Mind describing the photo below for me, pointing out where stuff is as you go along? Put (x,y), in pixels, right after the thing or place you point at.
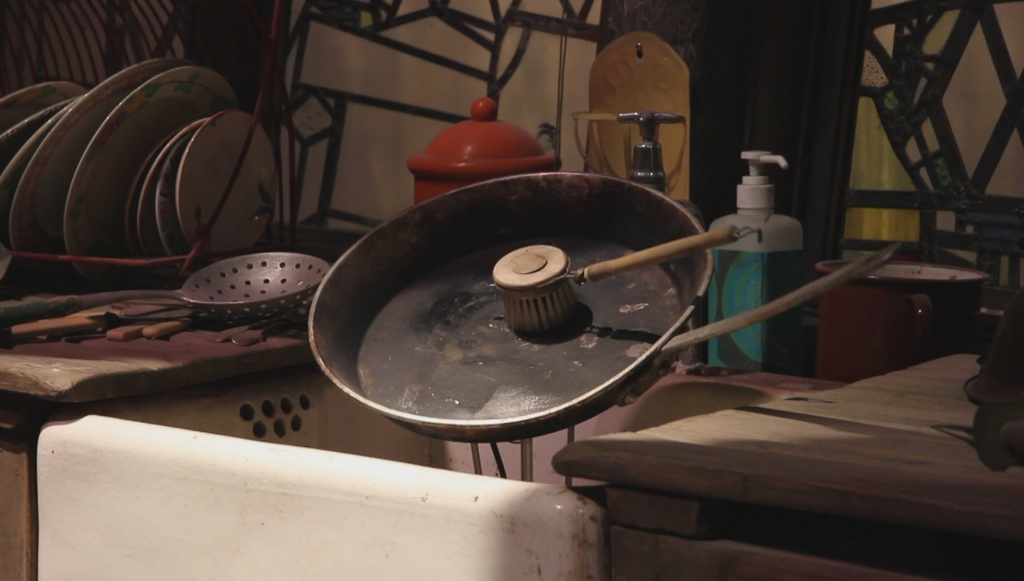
The picture of kitchen (382,233). The plates (164,174) are in stand (212,217). The plates (54,189) are designed with flowers (122,117) and it is in white color. Few spoons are on table (149,355). These is sink (360,523). Pan (389,337) is getting cleaned with brush (528,290). Hand wash bottle (763,225). Tap (658,121). The container (884,292) is for cooking. The table (814,454) is made of wood (874,449).
